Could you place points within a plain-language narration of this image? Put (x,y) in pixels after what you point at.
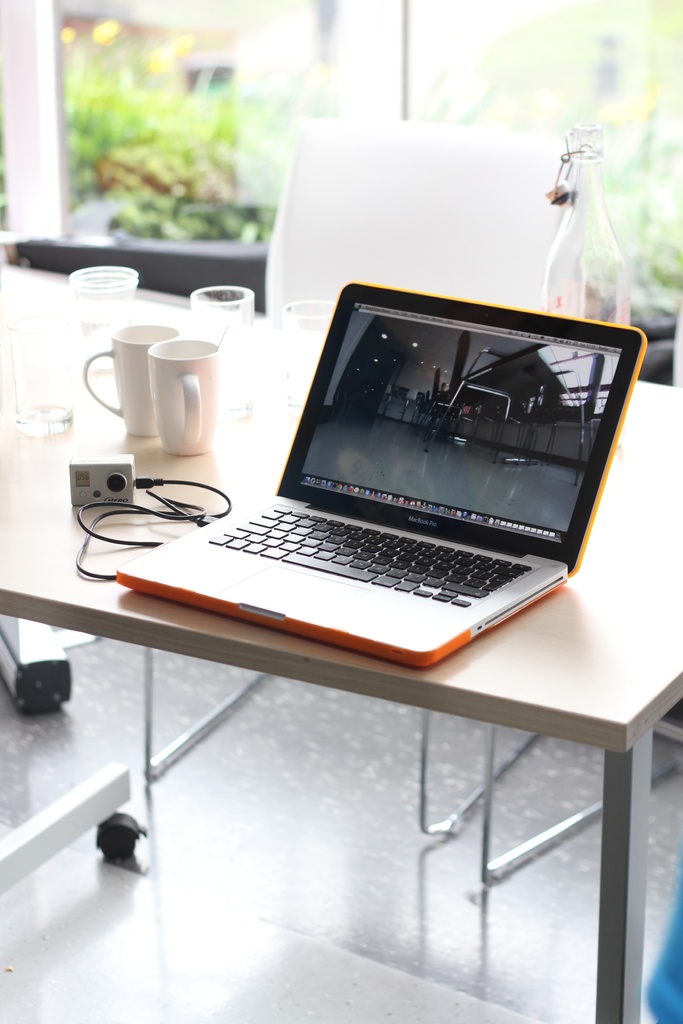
In this image I can see a laptop (367,534), connector (128,504), glass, cup (162,364) on the table (55,464). There is a window glass (148,122). And from the window (301,79) I can see some of the trees (164,136).
